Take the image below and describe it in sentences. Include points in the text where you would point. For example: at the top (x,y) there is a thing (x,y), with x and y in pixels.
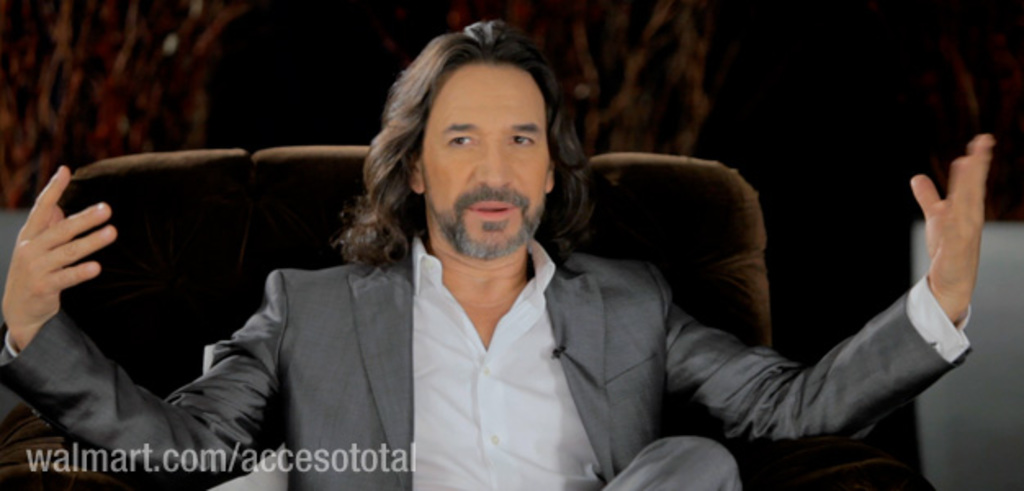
In the center of the image (394,231) we can see a man (316,383) is sitting on a couch (832,469) and talking and wearing a suit (720,400). In the bottom left corner (89,456) we can see some text (210,463). In the background (147,41), the image is not clear.
